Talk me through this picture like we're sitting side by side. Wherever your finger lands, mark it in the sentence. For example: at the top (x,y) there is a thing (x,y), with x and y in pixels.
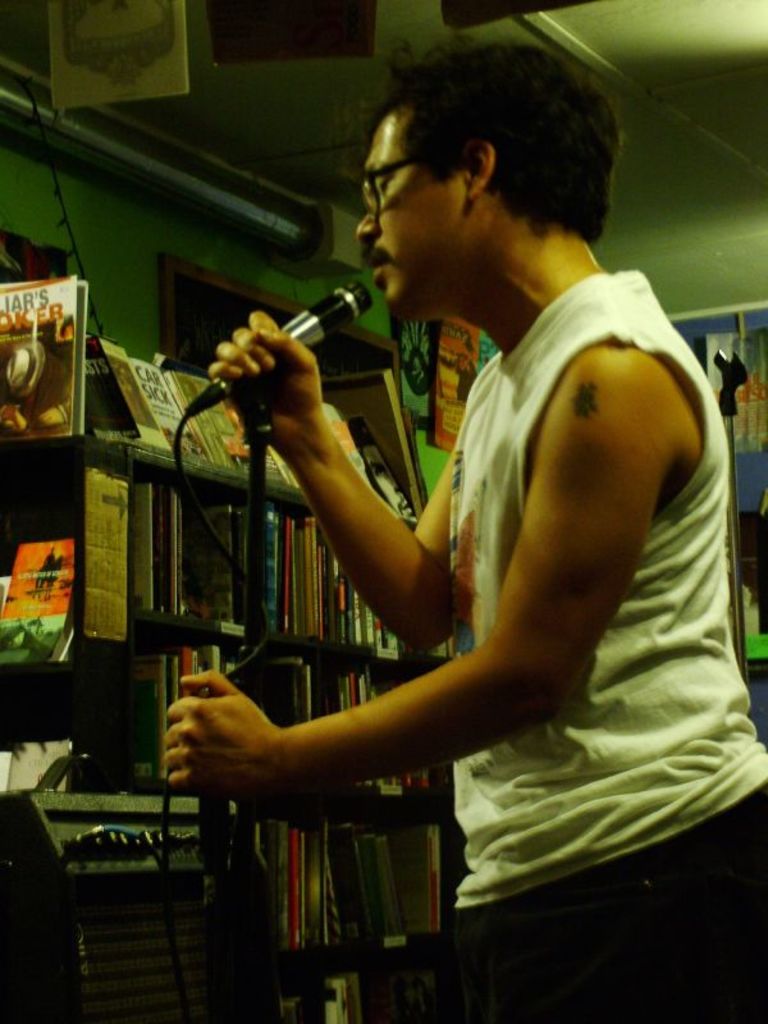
A man (522,577) with white shirt (620,689) is holding a mic stand (250,391) in his hands (234,745). To the left side (168,616) there is a cupboard (244,627) with many books (268,594) in it. And to the top left corner (212,206) there is an object (190,179) with silver color.
